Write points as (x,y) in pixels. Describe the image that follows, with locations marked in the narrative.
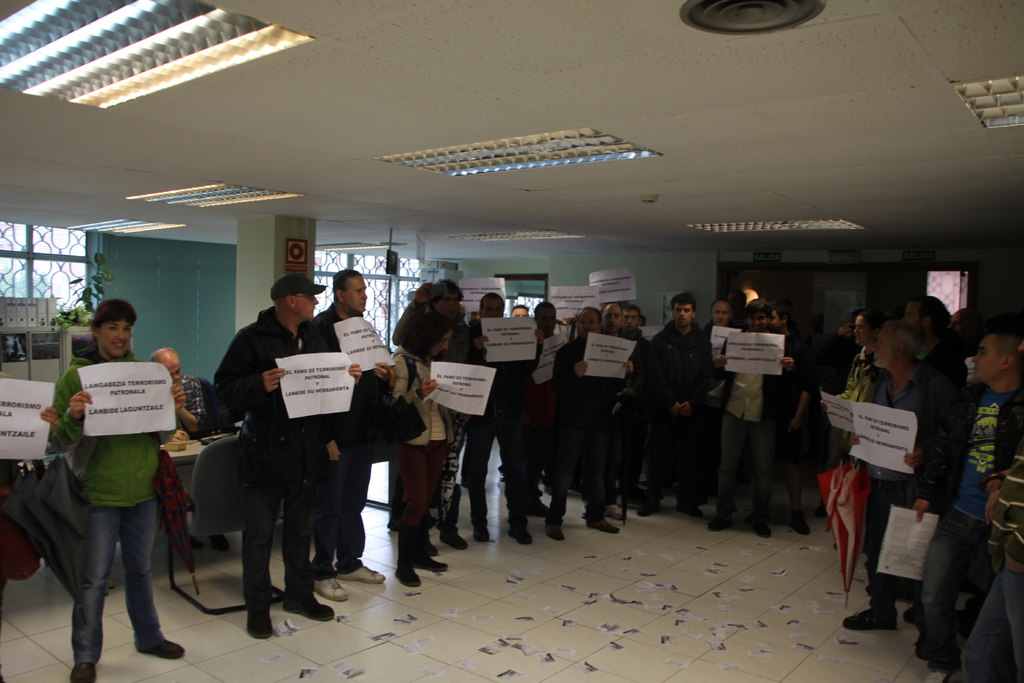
The picture is clicked inside a room (838,268). There are many people (787,353) standing. They are holding paper (630,355). On the ceiling (627,168) there are lights (207,51). In the background (408,268) there are table (181,465), chairs (203,456), books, windows (40,260), doors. On the chair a person (176,385) is sitting. Few people (114,452) are holding umbrella (845,511).
